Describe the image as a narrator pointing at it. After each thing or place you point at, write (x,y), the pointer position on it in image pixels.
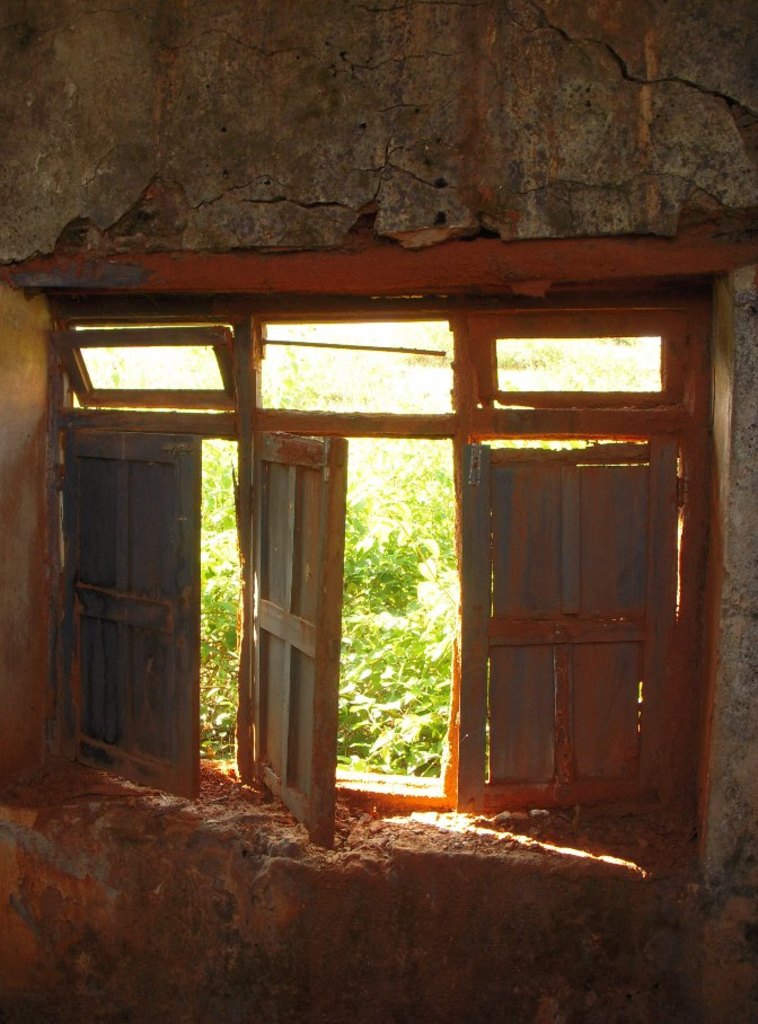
In this image I can see a window (291,429) to a wall (241,106). In the outside there are some plants (378,545).
